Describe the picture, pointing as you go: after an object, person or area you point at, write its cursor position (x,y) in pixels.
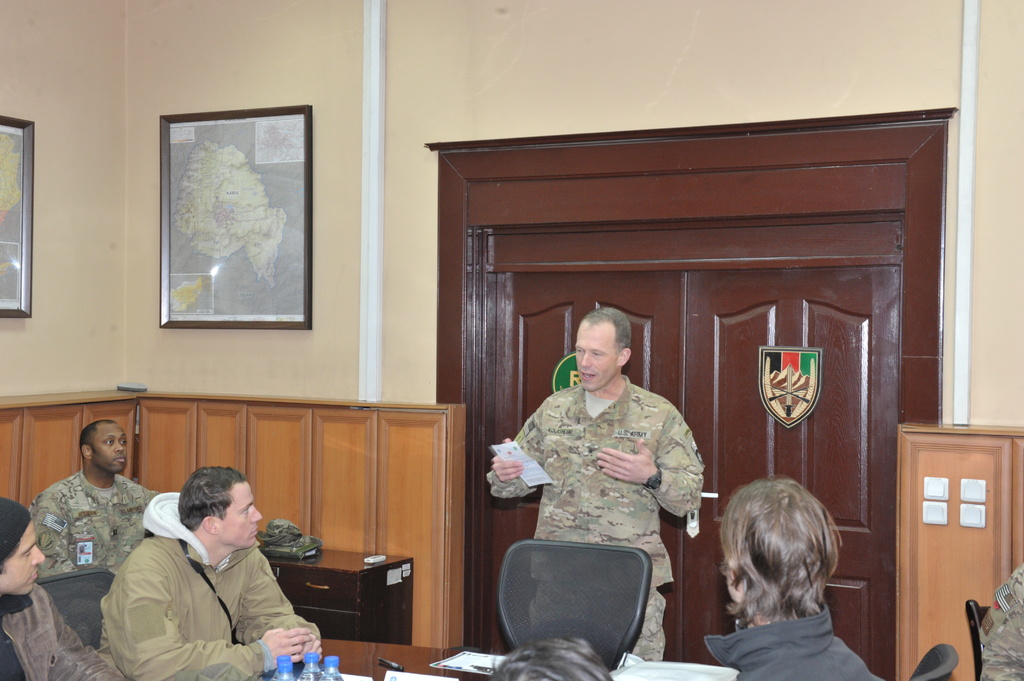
Here we can see a group of Army people (735,627) sitting on chairs (553,628) with a table (370,654) in front of them and in front of them there is another army man (693,469) who is speaking something to them and behind him we can see a door (709,361) and there are maps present on the walls (71,220).
